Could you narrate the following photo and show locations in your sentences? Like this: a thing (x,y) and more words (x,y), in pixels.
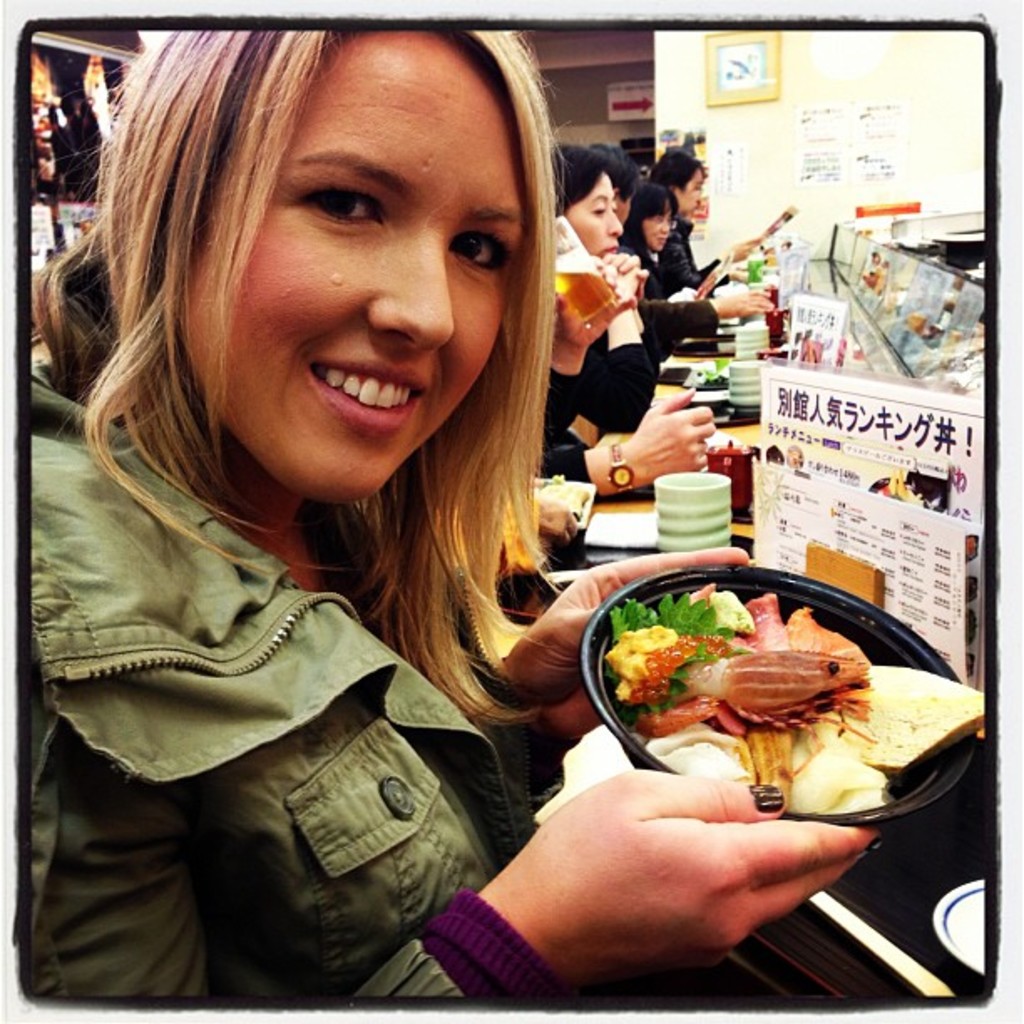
In this image we can see a woman (365,480). She is holding food item (813,786) in her hand (671,839). In the background (597,422), we can see people (612,392), wall (734,201), frame (750,78), sign board (644,93), cups (746,375) and poster (881,476).
